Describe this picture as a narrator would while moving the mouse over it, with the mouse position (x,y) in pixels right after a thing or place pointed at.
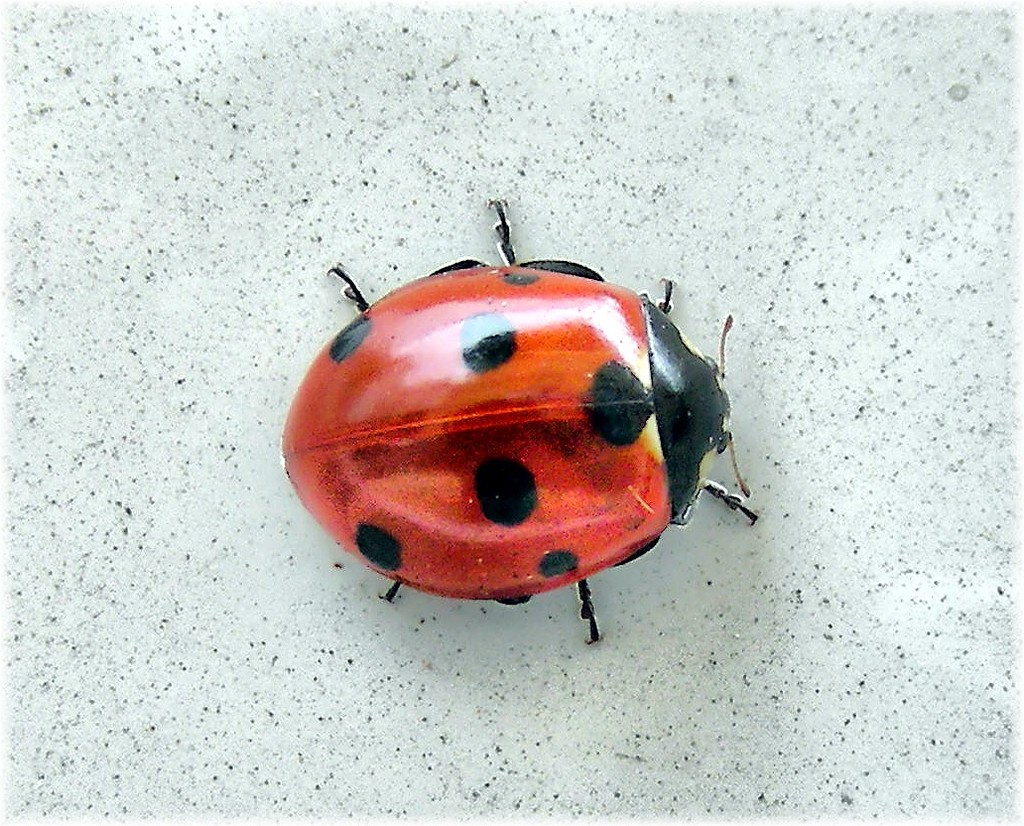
This image consists of an insect (469,426) in red and black color. In the background (853,391), there is a floor (510,608).
